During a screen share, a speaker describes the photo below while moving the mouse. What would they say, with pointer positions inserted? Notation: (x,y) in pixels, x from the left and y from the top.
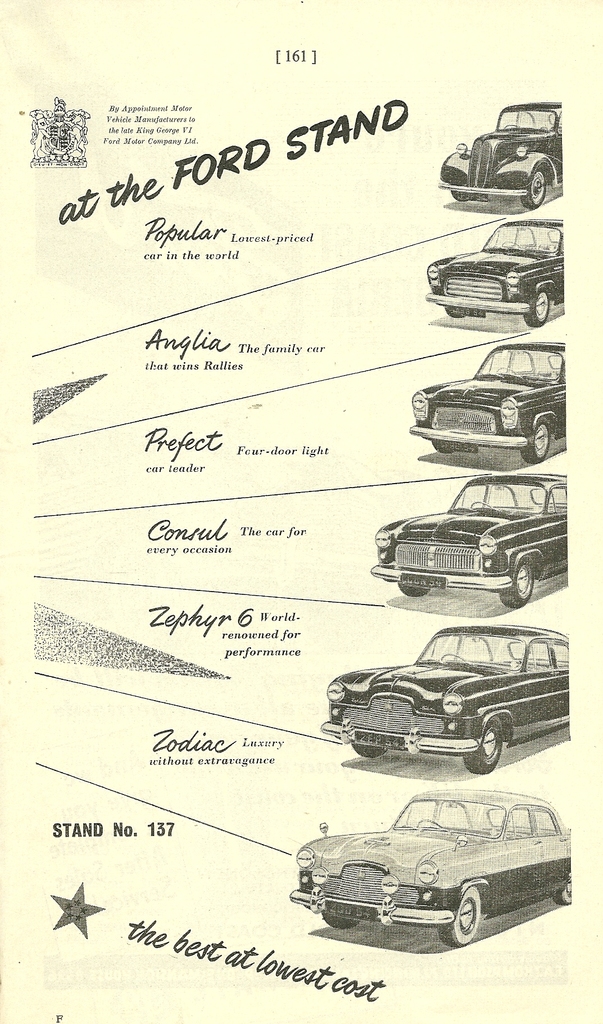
In this picture there are images (509,377) of few cars (499,511) which are in black color and there is something written beside it.
